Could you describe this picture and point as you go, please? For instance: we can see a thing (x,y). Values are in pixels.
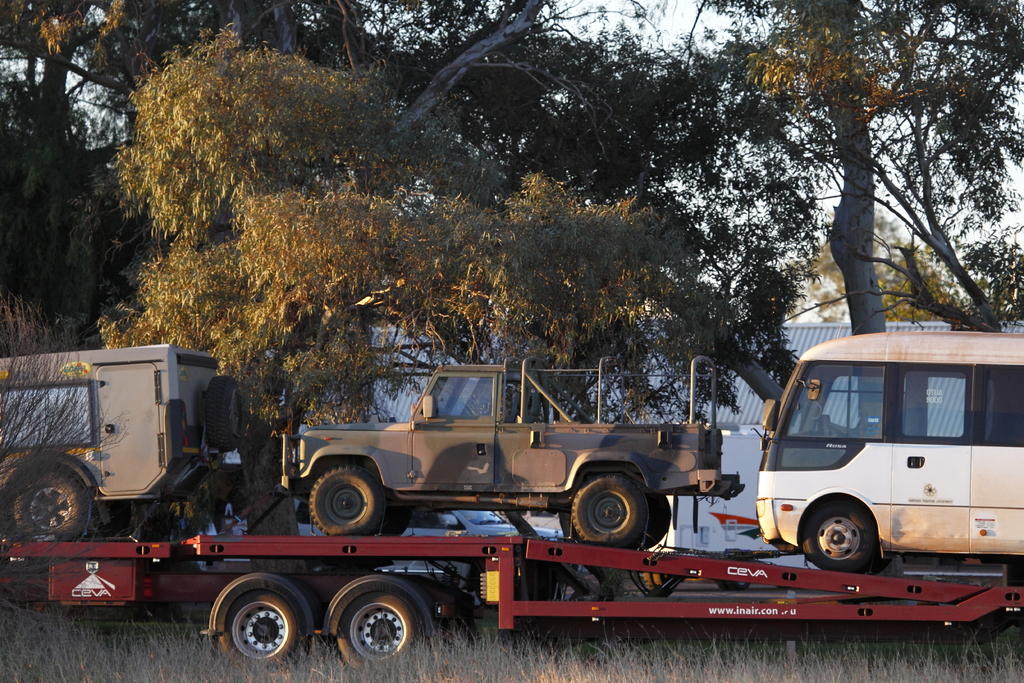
In this image, this looks like a truck (266,635) with three vehicles (536,458) on it. I can see two vehicles (678,543), which are parked. These are the trees (240,242). This looks like a grass (413,661). In the background (808,338), that looks like a shed (811,336).
